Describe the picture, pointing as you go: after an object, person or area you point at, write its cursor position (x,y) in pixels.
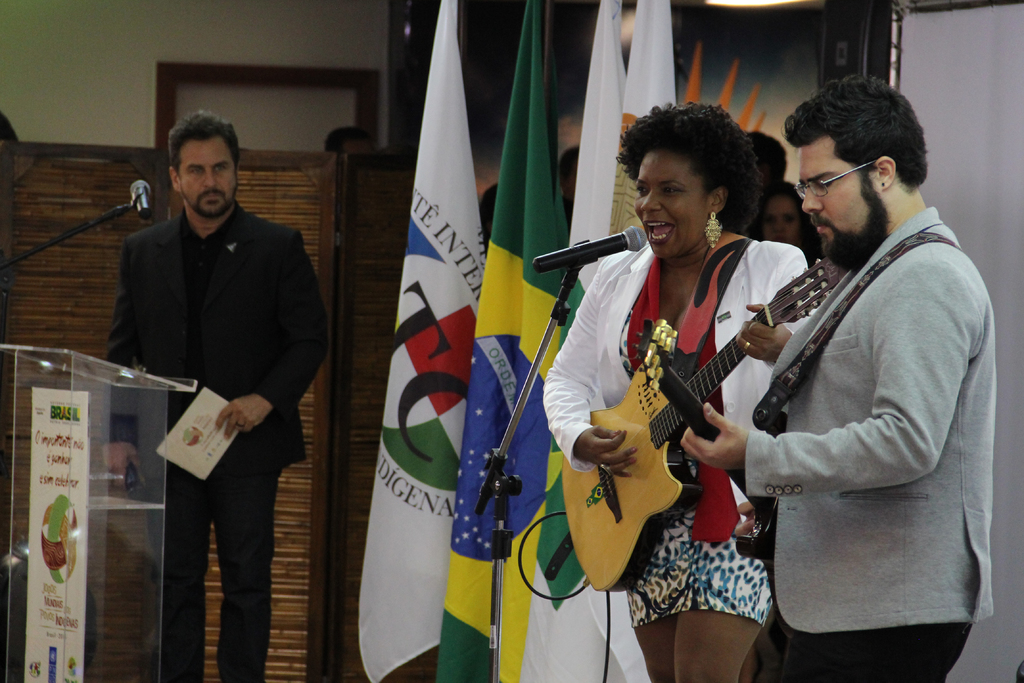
A man (762,449) is playing a guitar (758,523) wearing a specs (807,188). Woman (685,236) is playing a guitar (663,421) and singing. In front of her there is a mic (587,258) and mic stand (569,277). In the back (542,185) there are four flags (532,112), wall (942,72) with a banner (756,58). Another person (230,279) in black dress (210,305) is holding paper (214,422) and standing. In front of him there is a mic (136,198) and mic stand (32,251). In the background (72,192) there is a wooden wall (79,283).
